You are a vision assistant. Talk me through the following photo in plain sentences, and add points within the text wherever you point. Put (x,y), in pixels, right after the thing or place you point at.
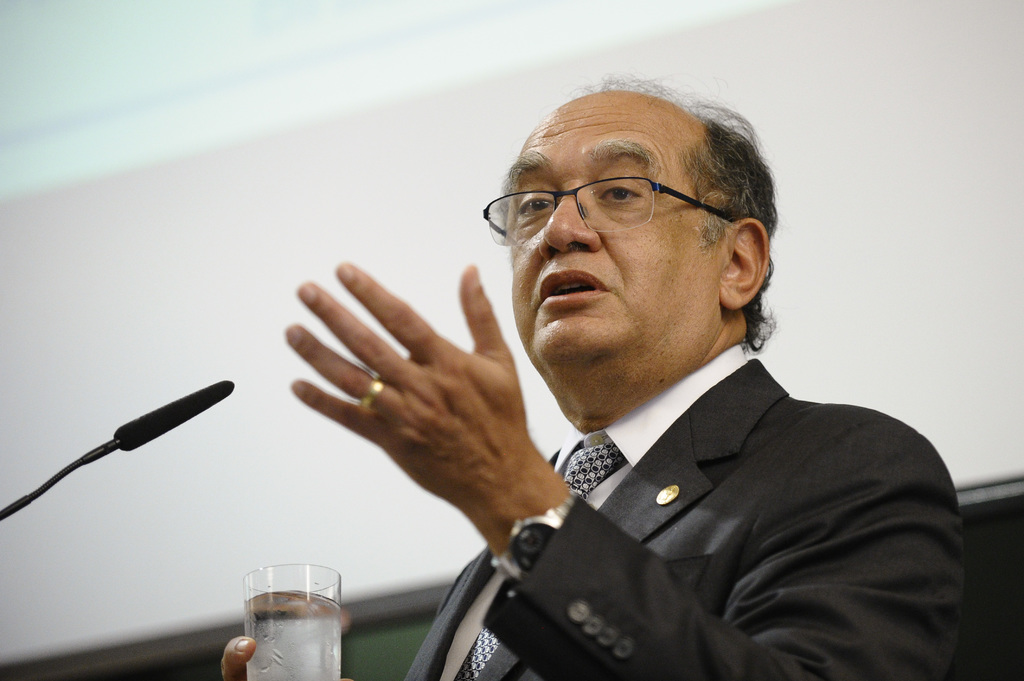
In this picture there is a person (604,502) standing holding a glass (293,637), he is talking. On the left (149,435) there is a microphone (172,406). In the background (345,126) it is wall (850,166) painted white.
